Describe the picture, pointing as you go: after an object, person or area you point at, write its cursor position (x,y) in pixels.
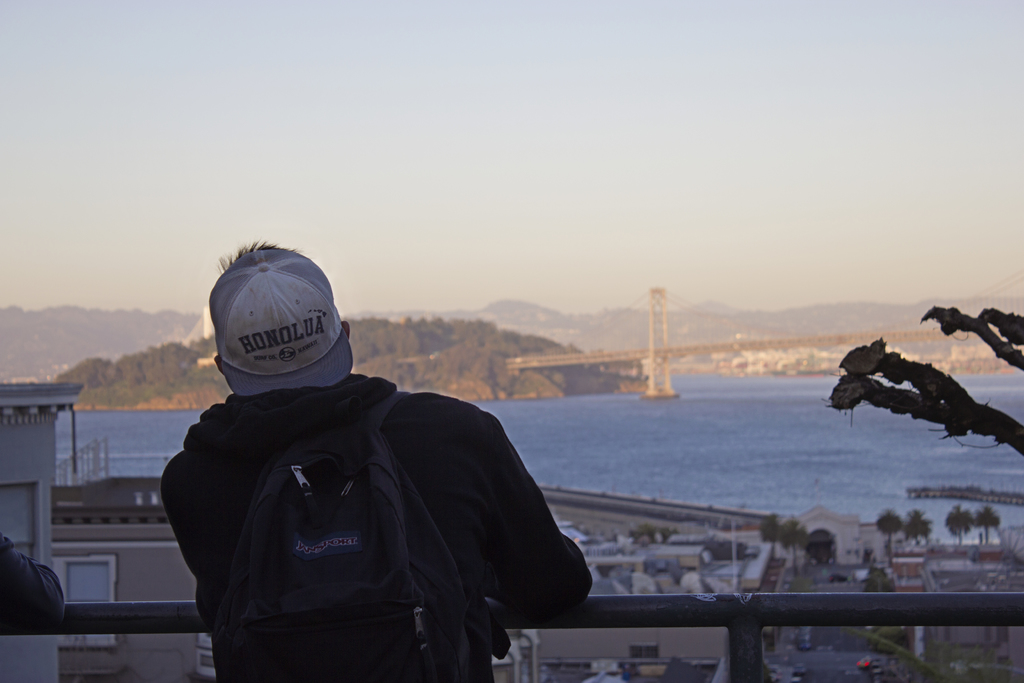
In this image we can see a person (341,392) wearing cap (283,333) and bag (396,509). And the person (289,298) is standing near to a railing (525,623). In the background (700,630) there are buildings (721,534) and trees (900,522). Also there is water (665,418) and there is a bridge (632,354). And we can see hills (586,346) and sky (504,206) in the background (452,195).
